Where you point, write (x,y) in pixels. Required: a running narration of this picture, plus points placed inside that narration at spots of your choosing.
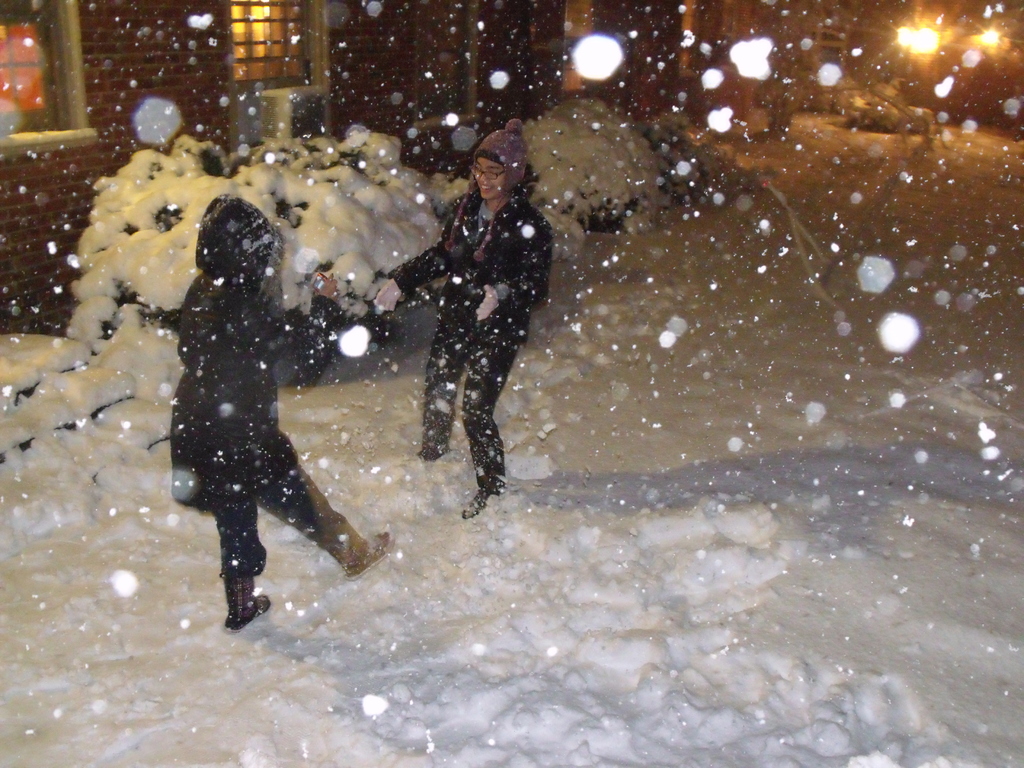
In the image we can see two people (428,440) standing, wearing clothes (473,426), caps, gloves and boots (323,536). Everywhere we can see snow (622,527), white in color and a brick wall (162,80) with the windows (267,53). Here we can see the lights (933,38). We can even see there is a snowfall (151,105).
